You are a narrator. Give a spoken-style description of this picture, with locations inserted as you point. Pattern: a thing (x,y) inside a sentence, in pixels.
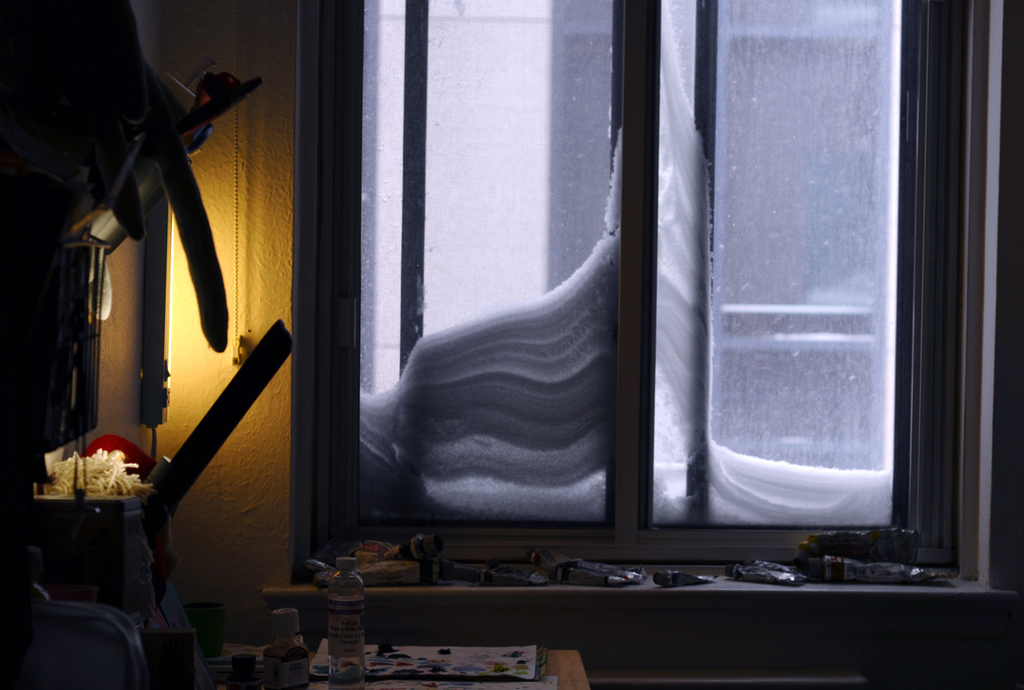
In this picture we can see a window (599,284), in front of the window (569,552) we can find few things (848,571), at the bottom of the image (356,577) we can see bottles (356,638), paper (429,649) and other things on the table (456,663), on the left side of the image (150,230) we can find a light (163,238) on the wall (177,255).
